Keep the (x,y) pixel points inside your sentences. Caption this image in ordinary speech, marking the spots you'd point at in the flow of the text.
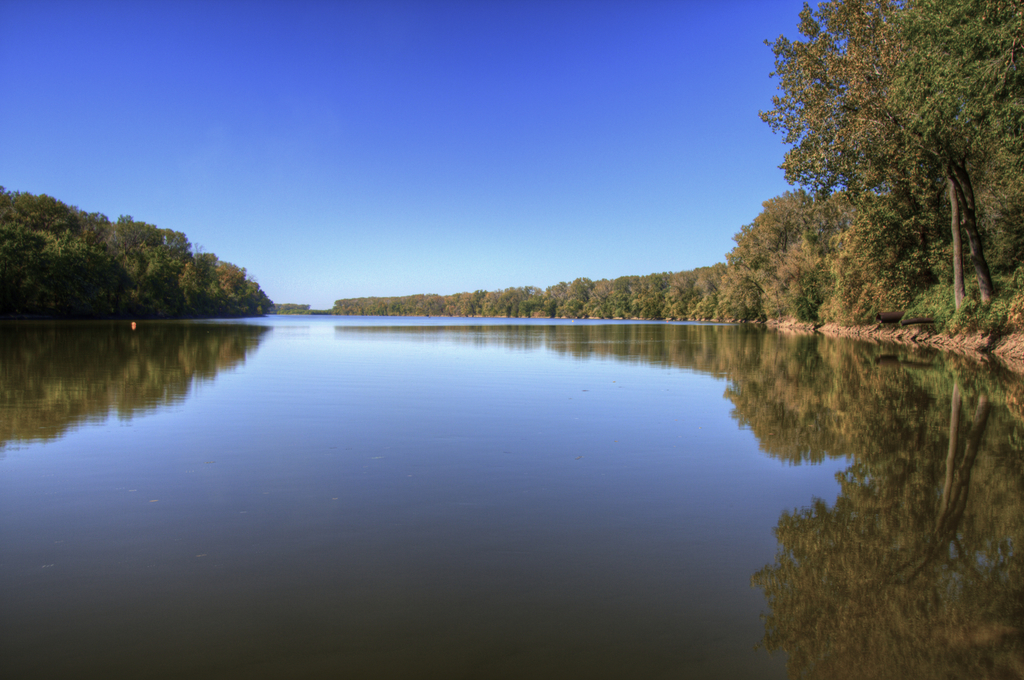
In this image I see the water (474,384) and I see number of trees (747,252). in the background (694,171) I see the clear sky (393,144).
